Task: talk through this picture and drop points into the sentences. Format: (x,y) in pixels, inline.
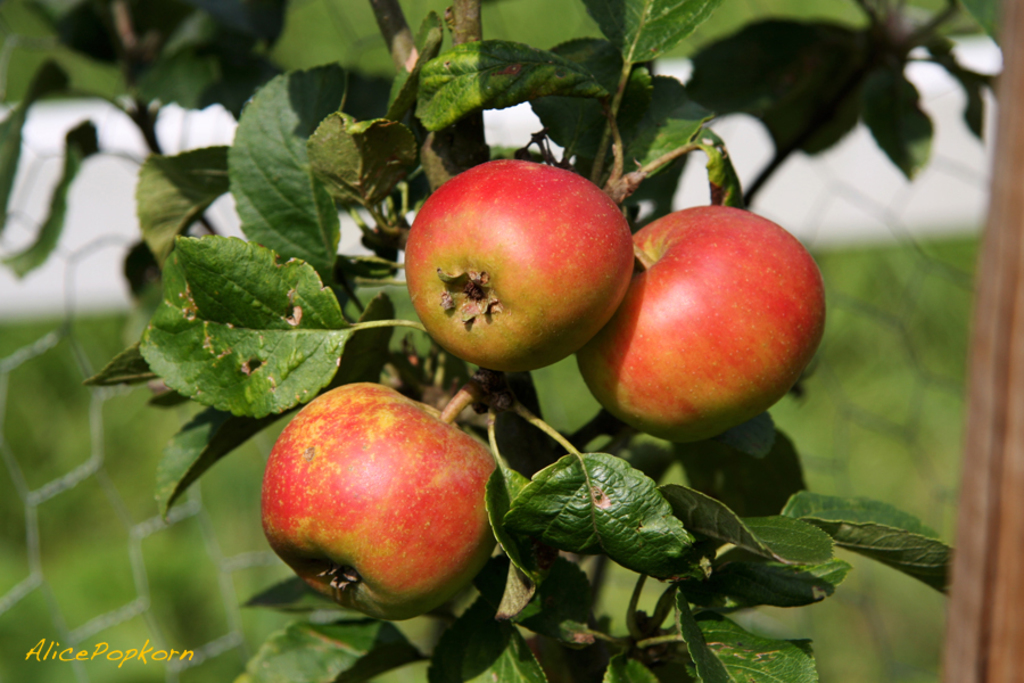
In this picture we can see some fruits (425,578) on a plant (603,656). There is some text (101,660) visible in the bottom left (71,656). We can see a fence (172,660). Background (863,648) is blurry.
